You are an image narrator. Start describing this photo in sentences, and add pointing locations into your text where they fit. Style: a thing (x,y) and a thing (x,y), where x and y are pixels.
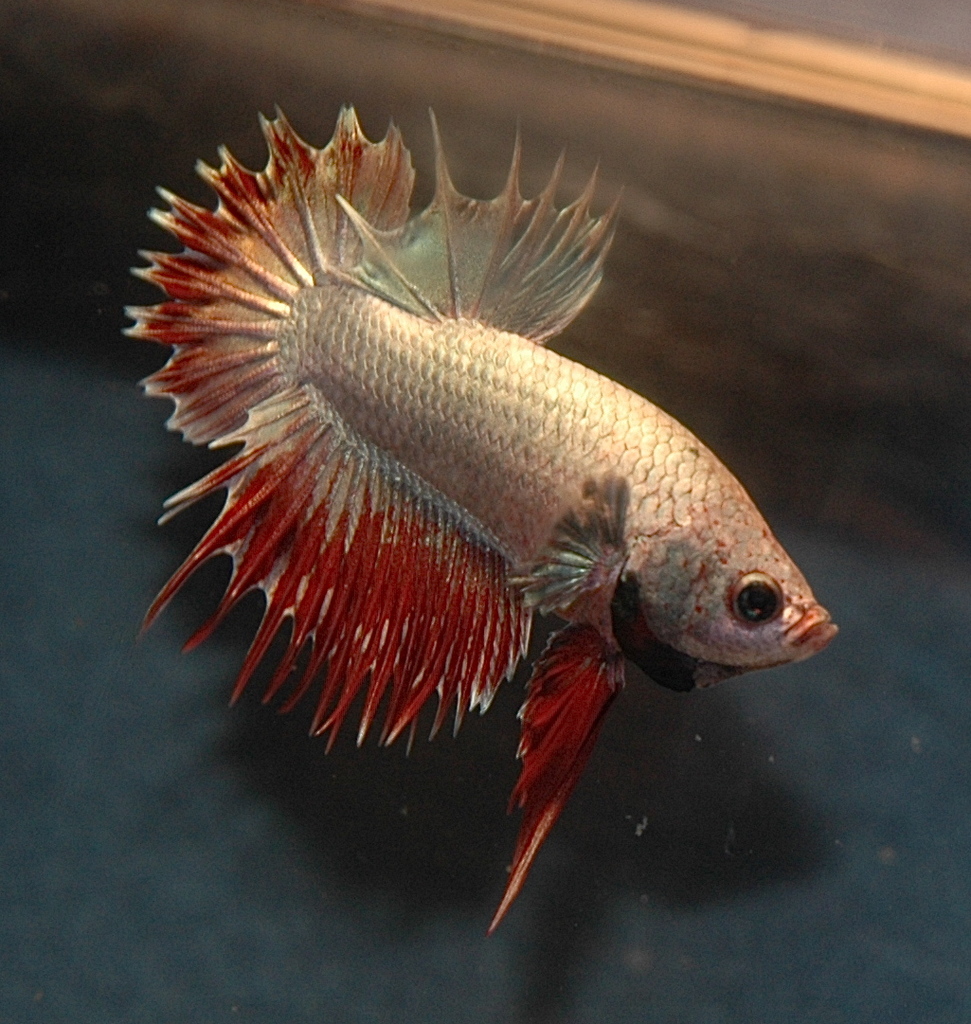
In the center of the image (539,486) we can see a fish (598,617) in the water (935,726).
